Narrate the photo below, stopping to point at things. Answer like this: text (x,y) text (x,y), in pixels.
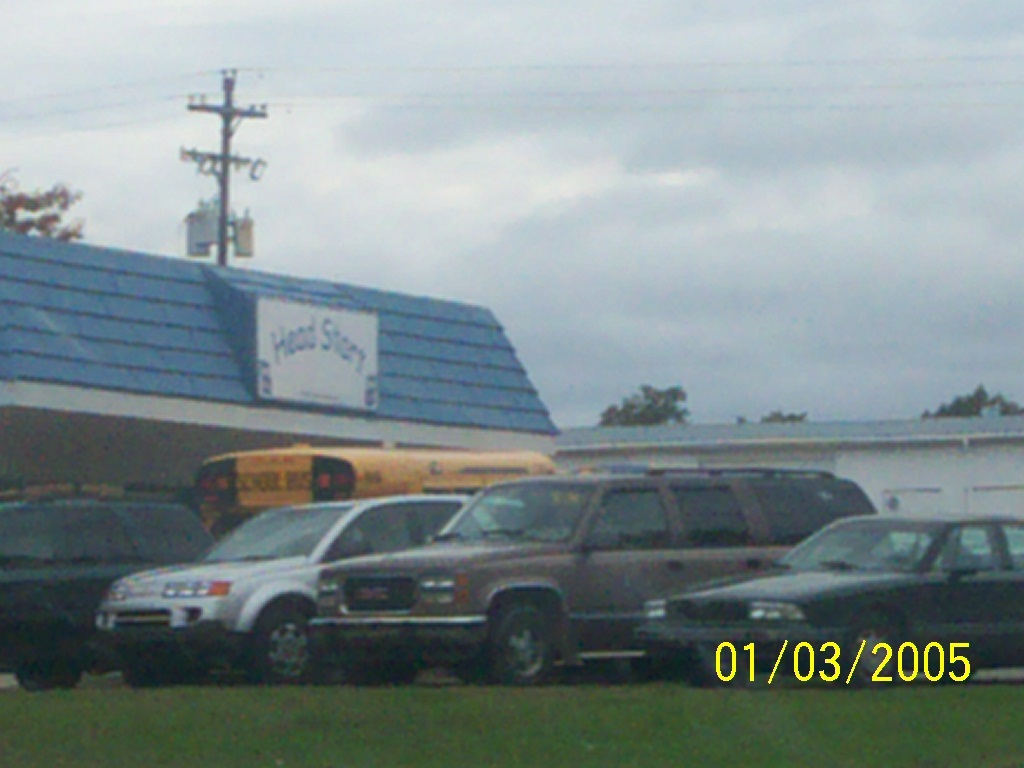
In the foreground of the picture (488,512) there are vehicles (394,671), grass (237,732) and date. In the middle of the picture (629,425) there are trees (64,229), building (52,344), current pole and cables (936,104). In the background (562,103) we can see sky (606,218).
